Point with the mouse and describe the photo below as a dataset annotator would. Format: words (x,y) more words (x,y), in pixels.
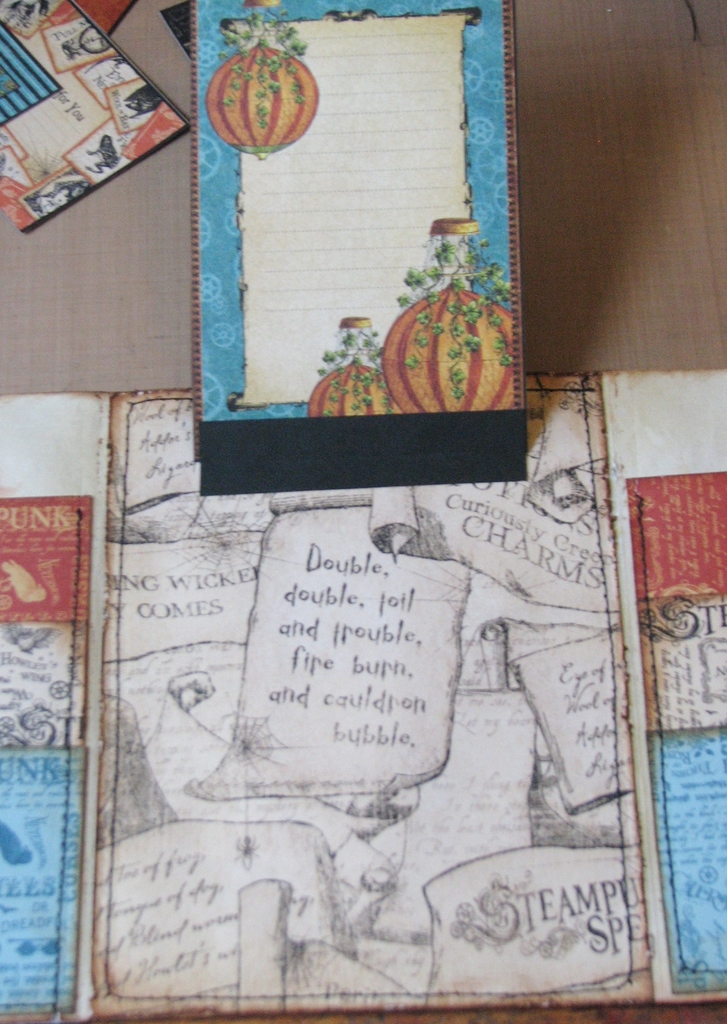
In this image we can see papers (220,447) of a book (203,471) in which there are some paintings (269,645) and some words (392,726) written on it.
